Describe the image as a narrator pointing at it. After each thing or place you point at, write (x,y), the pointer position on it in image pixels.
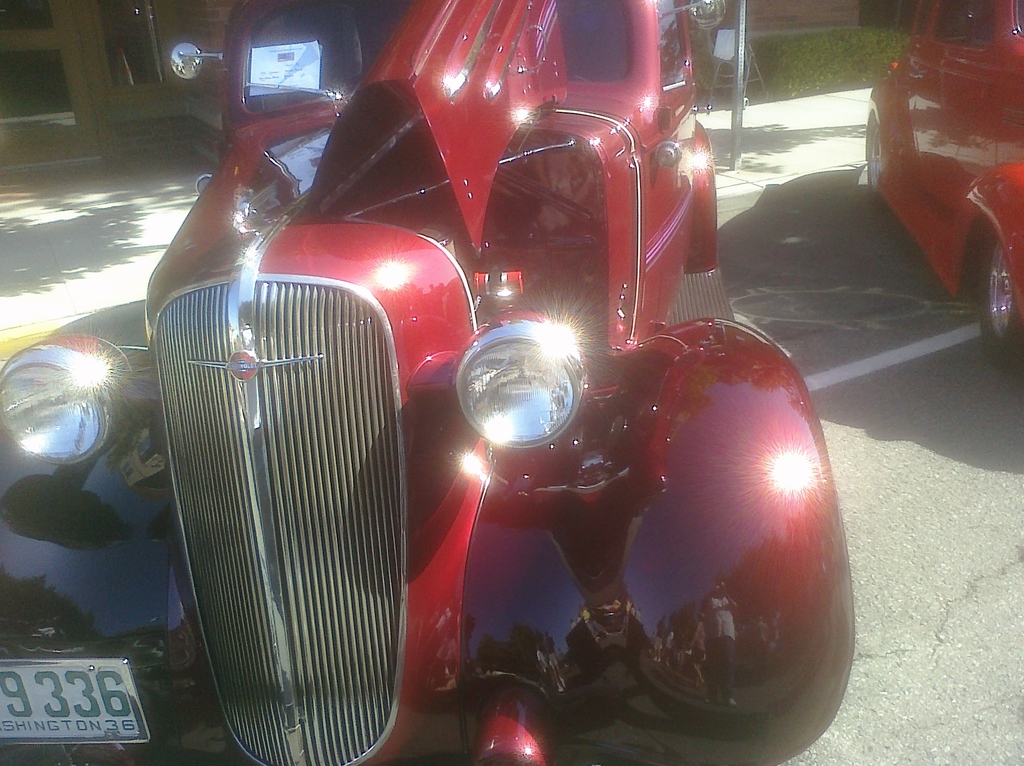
In this picture there are two red cars (708,246) which is parked on the road (858,313). In the back (84,112) I can see the building (780,4). In the top left corner (99,74) I can see the door (90,55). In the top right (847,73) I can see some plants (855,56) near to the wall (796,17). Beside that I can see the pole (738,44).
